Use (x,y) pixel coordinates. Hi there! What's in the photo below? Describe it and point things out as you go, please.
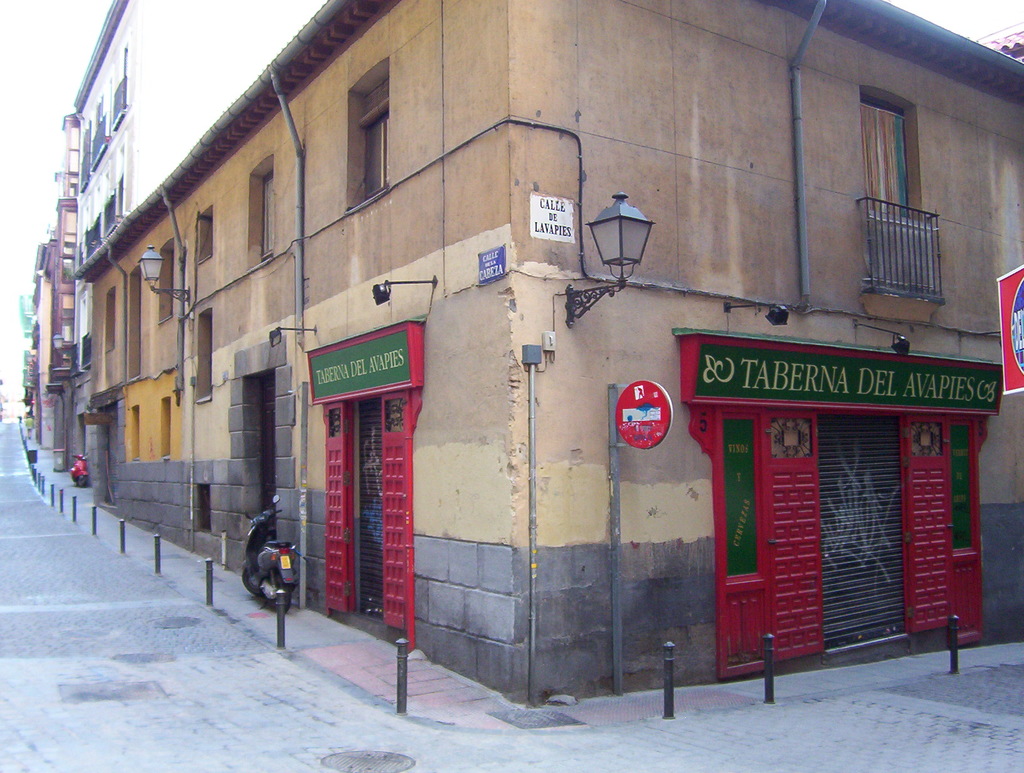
In this image I can see two vehicles (254,584) on the road (171,660). I can also see building (627,456) in brown color, sky (41,105) in white color. In front (903,507) I can see two stalls (866,472) and the door (765,504) is in red color, I can also see green color board (890,393) attached to the wall (1005,396).
